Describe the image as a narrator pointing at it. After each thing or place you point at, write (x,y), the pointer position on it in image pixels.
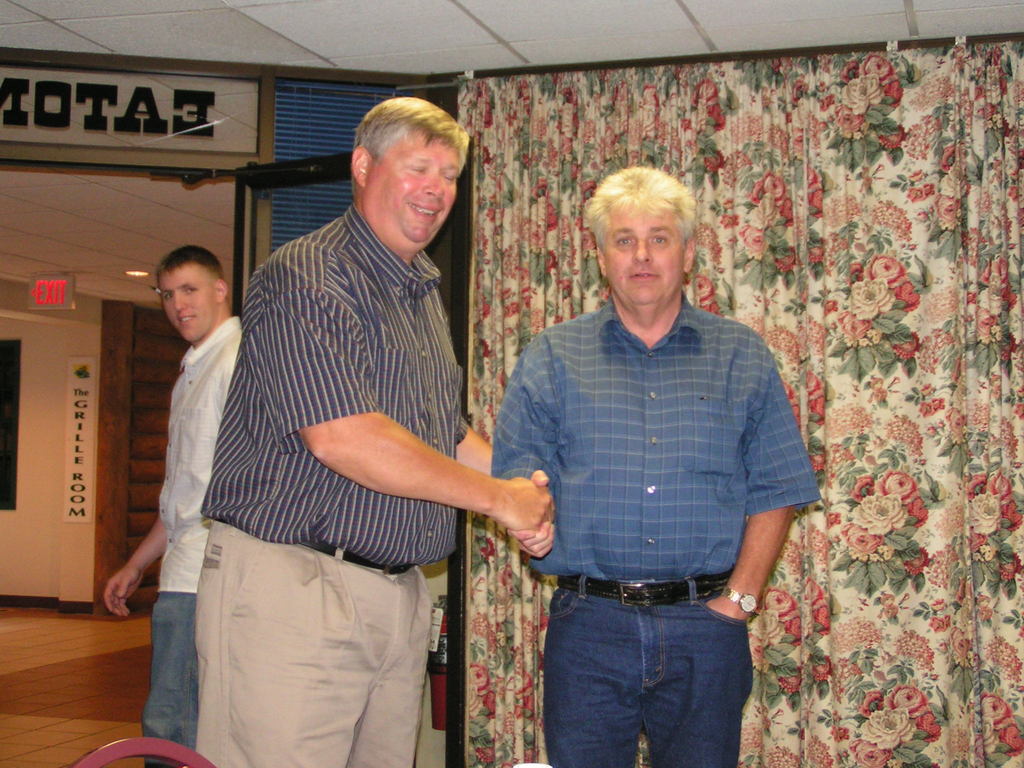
In this picture we can see three men (324,437) are standing, on the right side (905,442) there is a curtain (939,462), in the background (48,390) we can see a wall (34,385), there is a paper (70,400) pasted on the wall (61,382), we can see some text (85,435) on the paper (85,469), there is the ceiling (118,224), a light (129,271) and an exit board (59,279) at the top of the picture (57,245).
